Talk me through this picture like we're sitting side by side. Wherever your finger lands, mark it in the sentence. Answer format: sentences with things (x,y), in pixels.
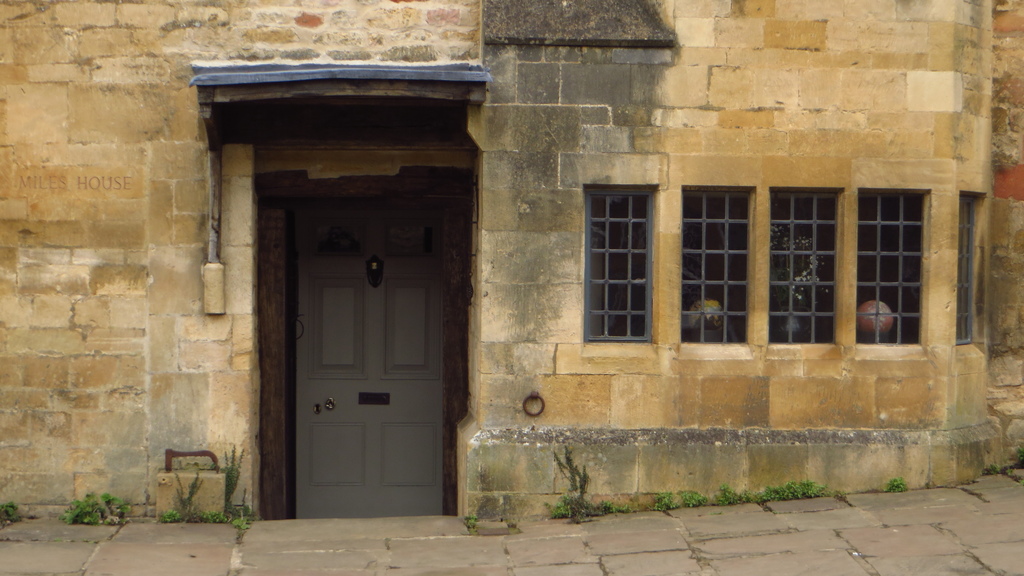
In this image I can see the ground (614,536), few plants (175,515) and the building (678,56) which is brown and black in color. I can see few windows (734,295) and the grey colored door (325,396).
